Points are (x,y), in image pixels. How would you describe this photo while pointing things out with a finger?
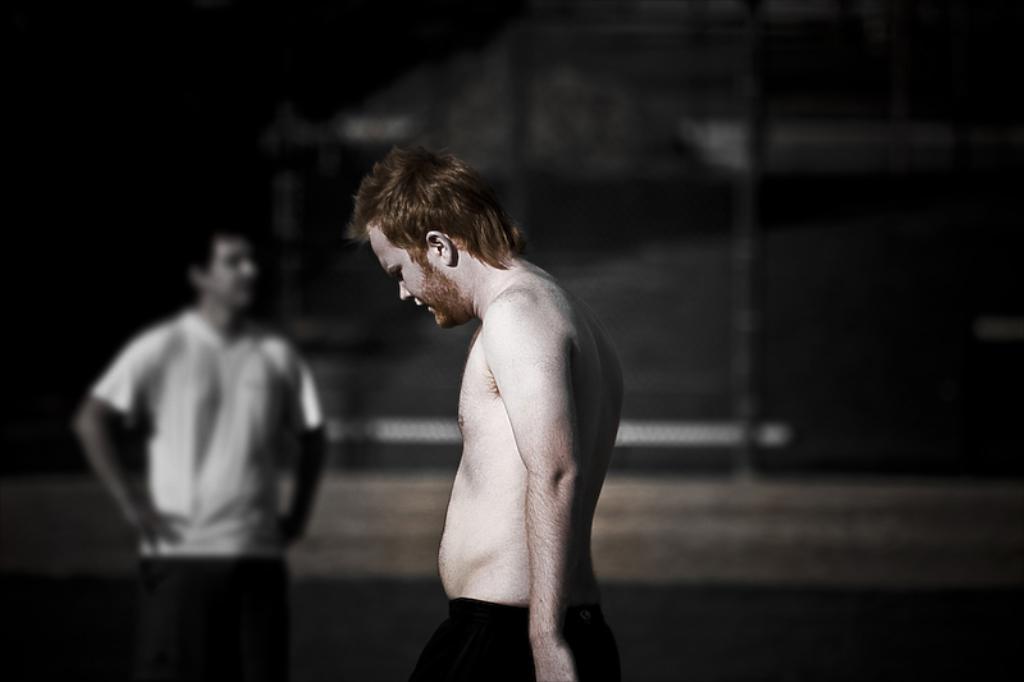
In this image I can see two men (494,425) are standing. The background (131,153) is in black color. The man (485,441) who is in the foreground (481,459) is facing towards the left side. The man (169,515) who is in the background (219,471) is wearing a t-shirt (209,499) and looking at the right side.
